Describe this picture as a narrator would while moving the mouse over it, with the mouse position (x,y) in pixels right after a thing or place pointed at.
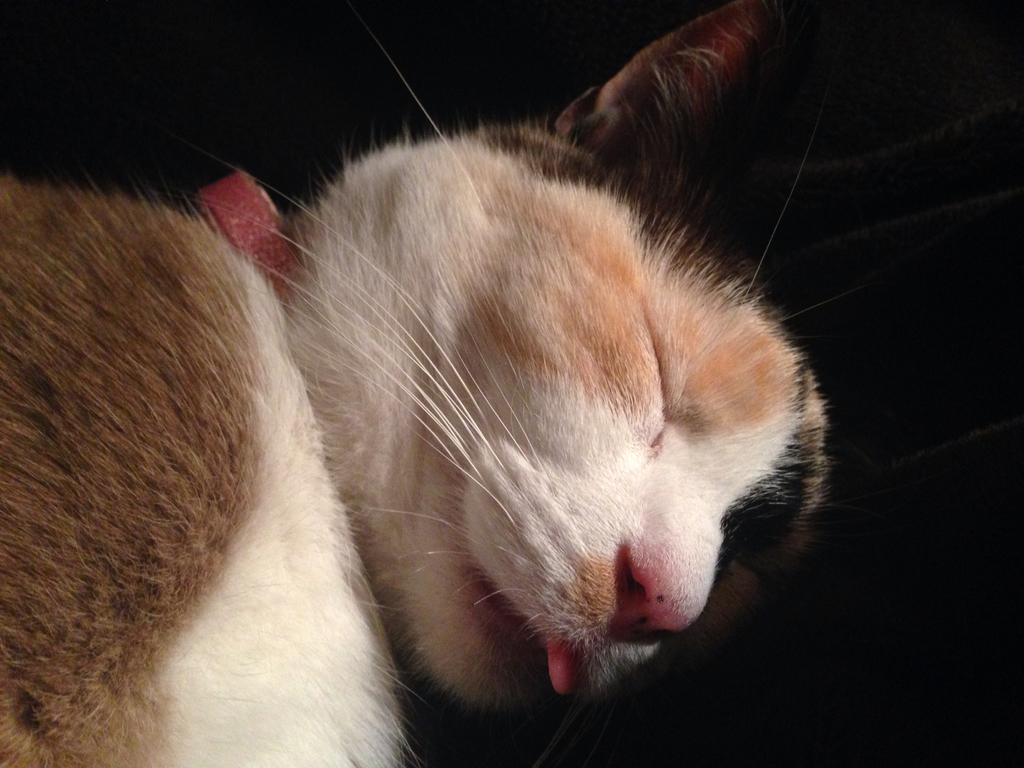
In this image in front (28,439) there is a cat (667,608) and it is sleeping.
